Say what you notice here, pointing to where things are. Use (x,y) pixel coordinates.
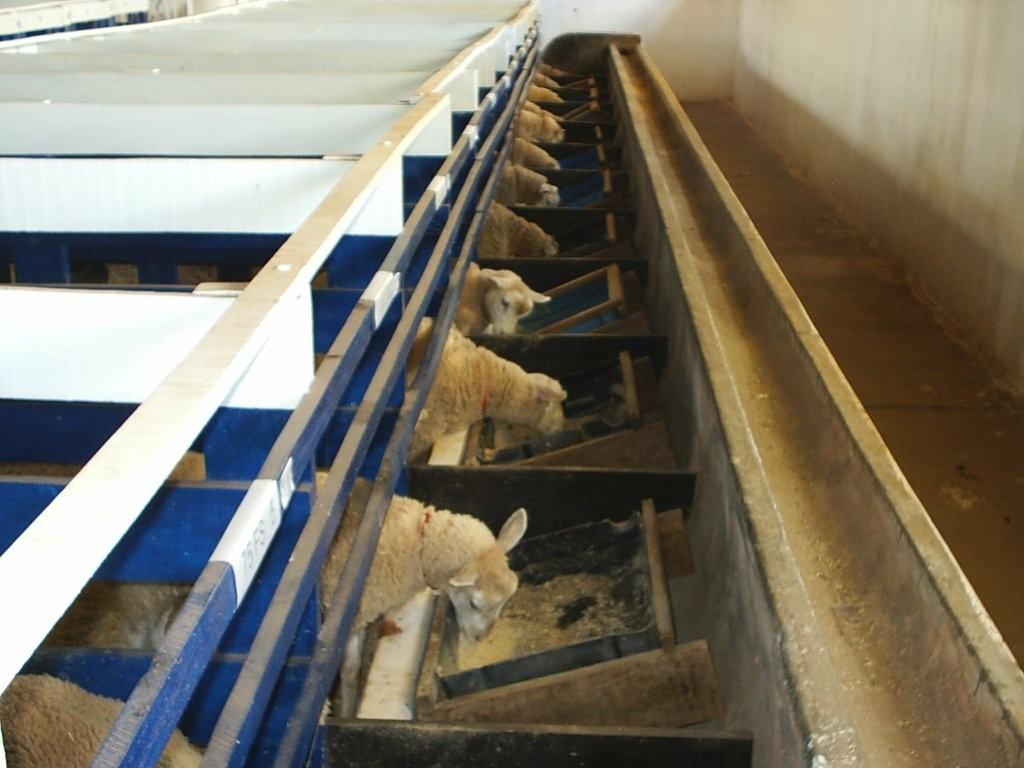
This image is taken in a sheep farm (771,299), where we can see sheep (522,386) eating and few trays (610,390). On the right (1022,475), there is a path (861,239).
